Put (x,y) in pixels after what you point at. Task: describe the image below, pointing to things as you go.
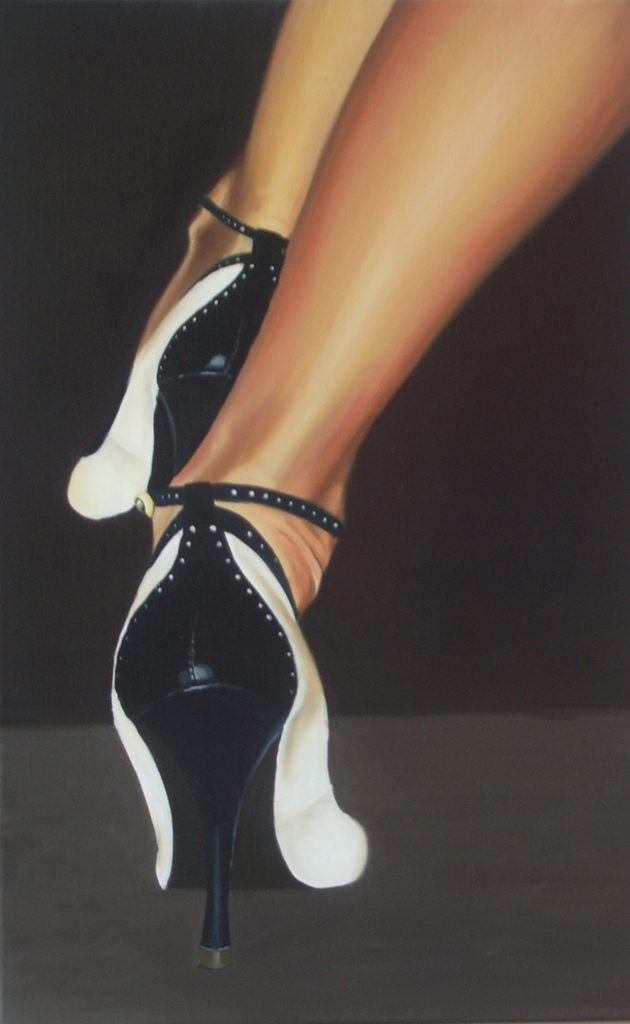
In this picture, we see the legs (335,124) of the girl (382,187) wearing sandals (149,629). These sandals (151,586) are in white and black color. In the background (56,93), it is black in color. At the bottom of the picture (151,1018), it is in dark grey color.
